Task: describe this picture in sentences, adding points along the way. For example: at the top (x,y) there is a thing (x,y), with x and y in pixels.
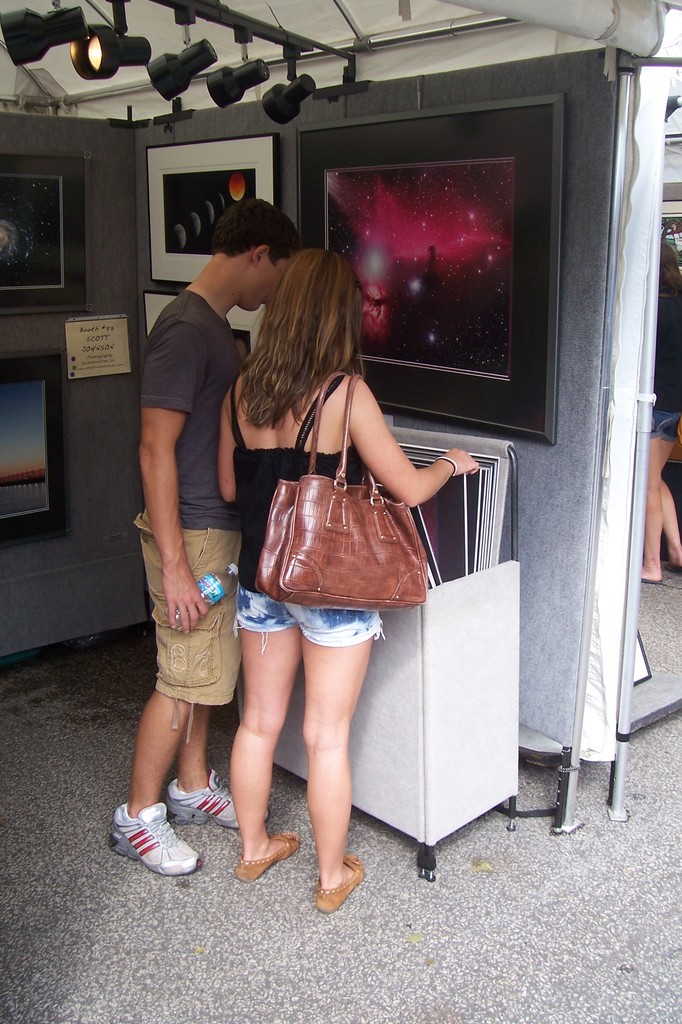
This man (212,454) is holding a bottle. This woman (335,757) wore handbag (357,595). In-front of this person's (232,257) there is a box (378,748) with photos (444,492). On wall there are different type of pictures (39,407). On top (62,31) there is a focusing light (90,53). Far the other person (676,322) is standing.
